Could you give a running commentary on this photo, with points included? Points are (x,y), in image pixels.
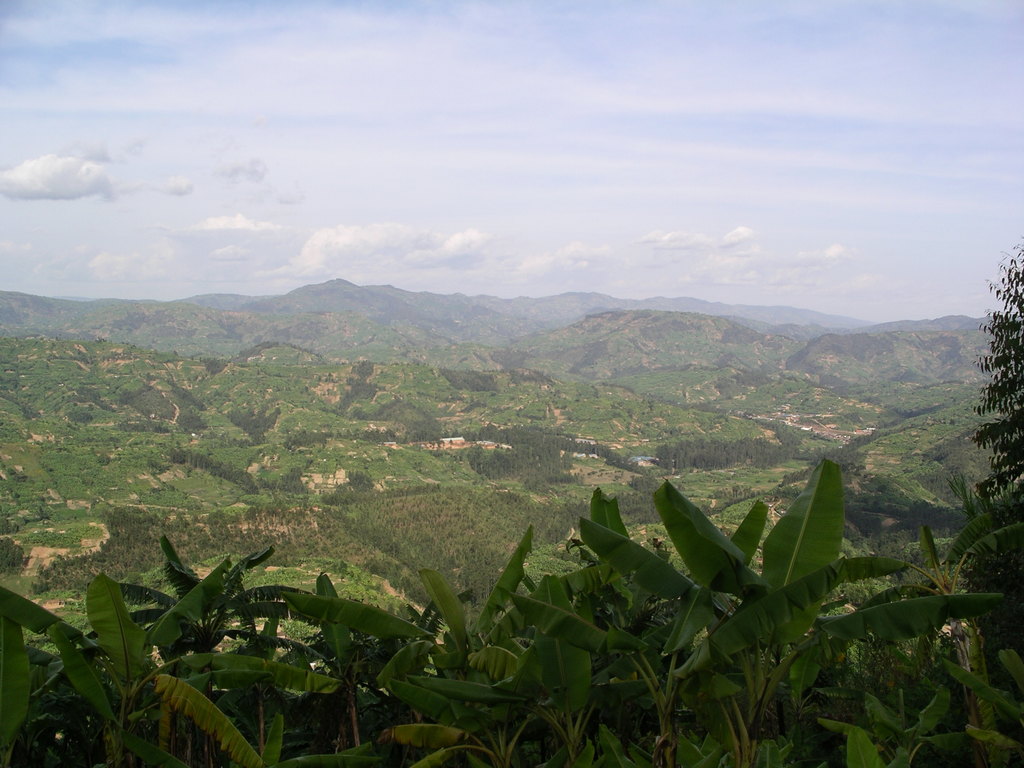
In this picture I can see the trees (521,623) in the foreground (491,608). I can see the hills (424,437) in the background (437,367). I can see clouds (480,155) in the sky (473,133).
